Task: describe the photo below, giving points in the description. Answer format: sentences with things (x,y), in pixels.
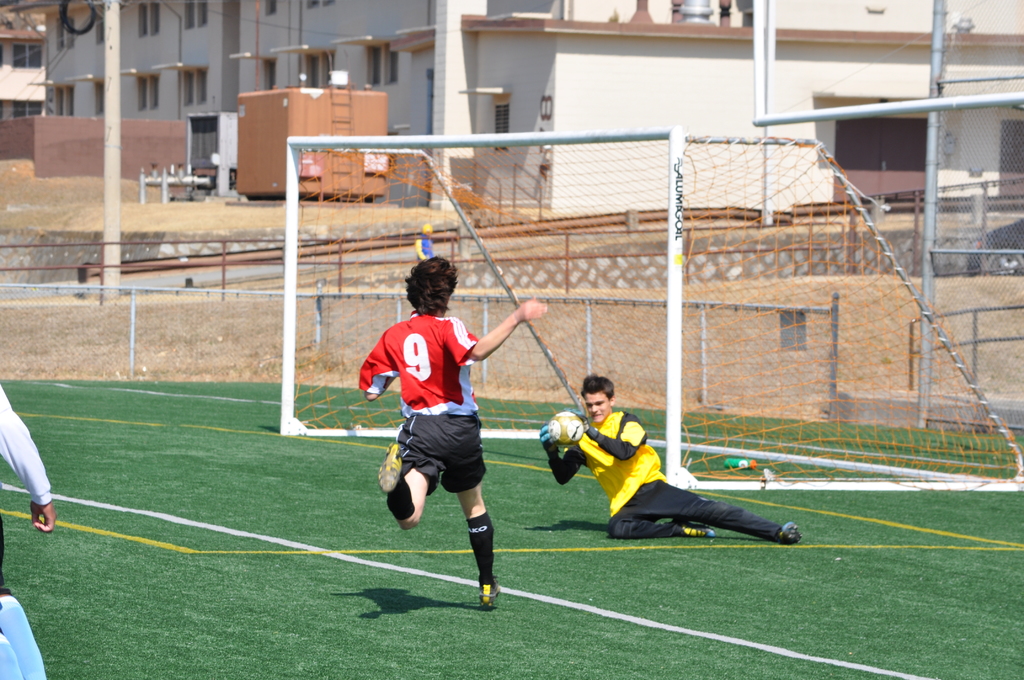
In this picture i could see two of the players (603,424) playing with the ball (567,431) and there is a net (619,271). In the background (453,87) and there is a building (447,59) also in the background (545,69) it looks like a beautiful field (256,587).
